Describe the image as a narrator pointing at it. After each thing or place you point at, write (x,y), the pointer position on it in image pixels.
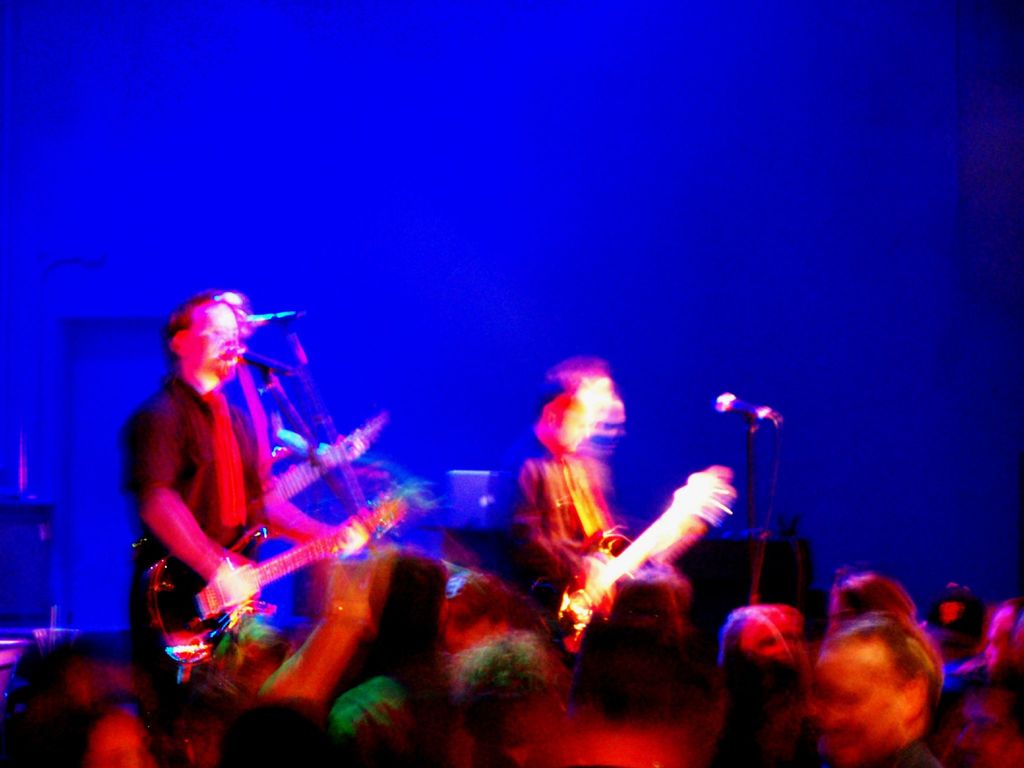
This is a picture of a concert. In the foreground (891,638) there is crowd (781,610) standing and in center of the image (554,494), on the stage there are two people (175,315). On the left (181,471) there is man (204,461) wearing black shirt (204,461) holding guitar (252,564), there is a microphone (264,370) in front of him. And to the right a man (582,535) is holding guitar (635,561). In the background (436,196) it is blue due to the lights (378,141).
